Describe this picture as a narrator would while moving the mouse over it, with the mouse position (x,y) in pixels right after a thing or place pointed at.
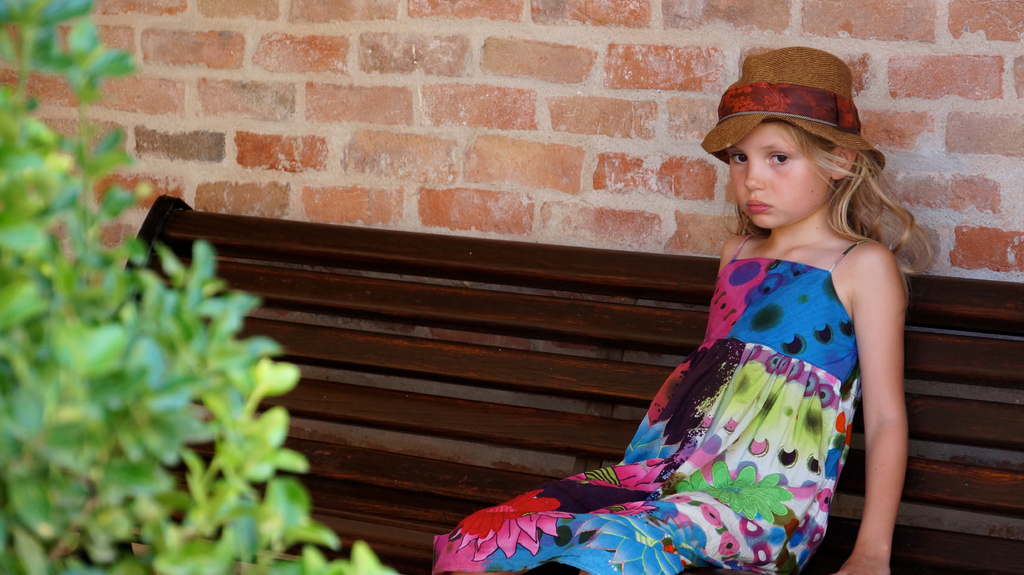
In this image I can see a girl (743,309) with hat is sitting on the bench (549,387). There is a plant (171,343) and in the background (296,147) there is a brick wall (338,87).
